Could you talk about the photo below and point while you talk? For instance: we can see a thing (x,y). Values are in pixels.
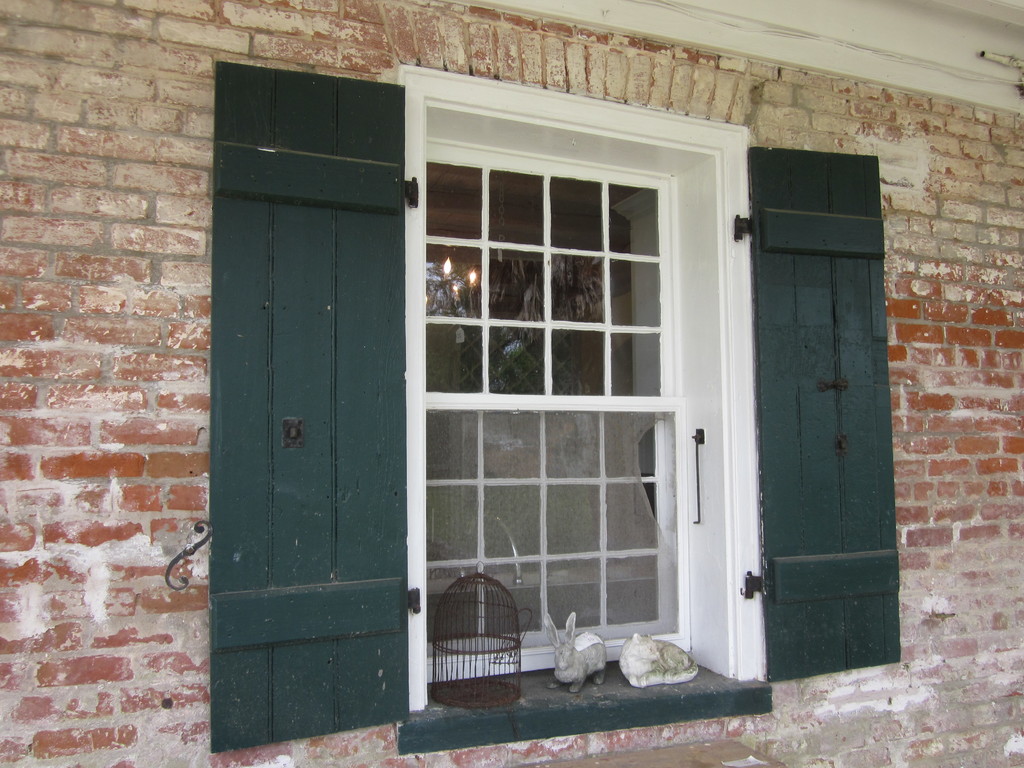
On the right side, there are two toys (650,659) and a cage (446,695) on a wall (715,683) of a window (666,404) which is having wooden doors (847,166). This window (493,121) is of the building (528,50) which is having brick wall (53,569).
